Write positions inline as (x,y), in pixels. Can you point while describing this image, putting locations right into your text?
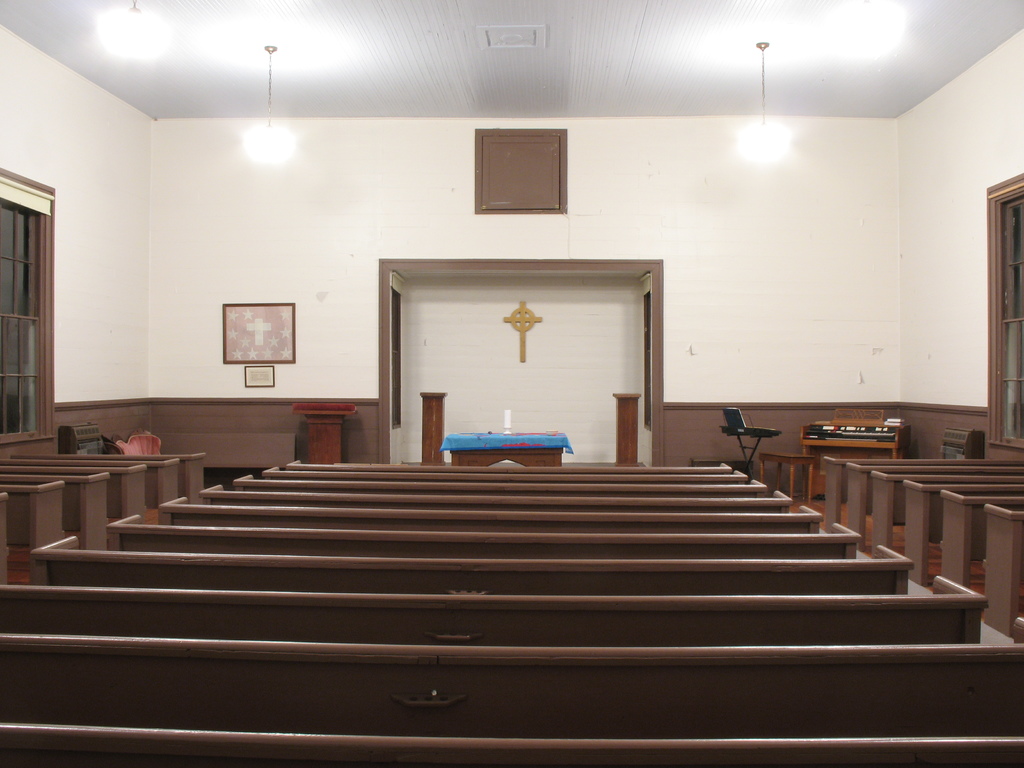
This is the picture of a room (615,389). In this picture there are benches (281,501). At the back (637,419) there is a candle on the table (495,435) and there is a podium (323,445) and there is an object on the wall (277,421). On the right side of the image (886,438) there is a musical instruments (872,438) and there are tables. On the left side of the image (290,362) there are frames (294,343) on the wall (296,297) and there are windows (15,257). At the top (762,80) there are lights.
